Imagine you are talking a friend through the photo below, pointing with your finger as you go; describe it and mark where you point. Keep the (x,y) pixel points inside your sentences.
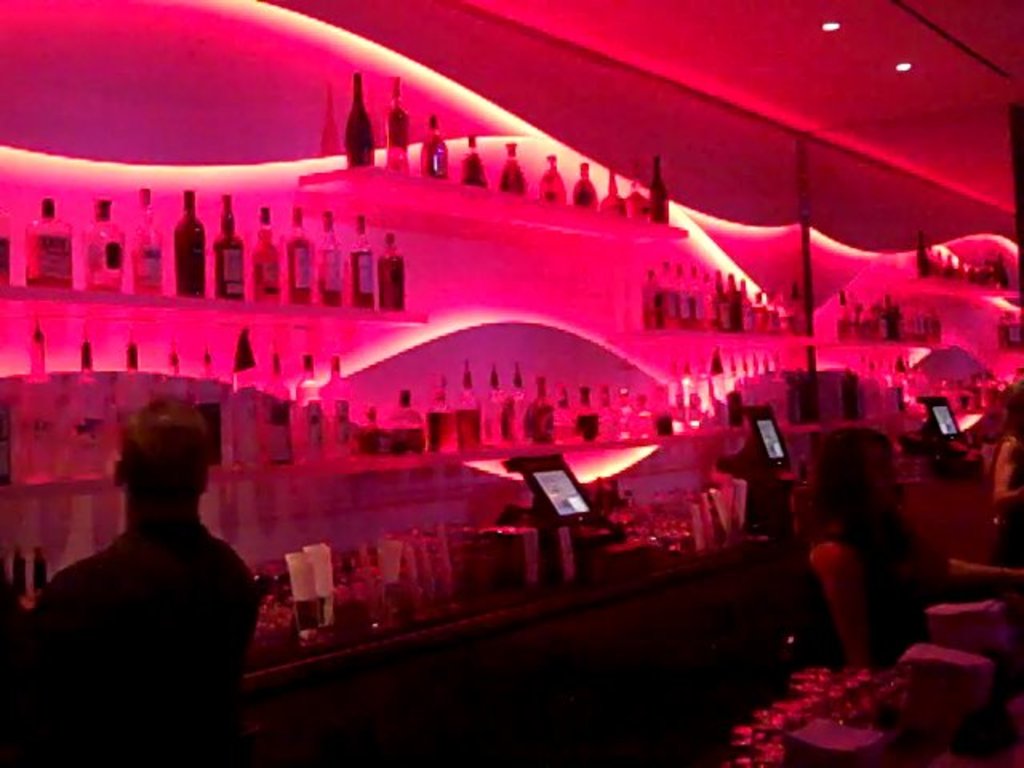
In this image I can see 3 persons (1017,546) in front (1022,565) and I can see tables (655,552) on which there are electronic devices (929,438) and other things (662,526). In the background (57,474) I can see the racks (14,290) on which there are number of bottles (652,282) and on the top of this picture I can see the lights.
